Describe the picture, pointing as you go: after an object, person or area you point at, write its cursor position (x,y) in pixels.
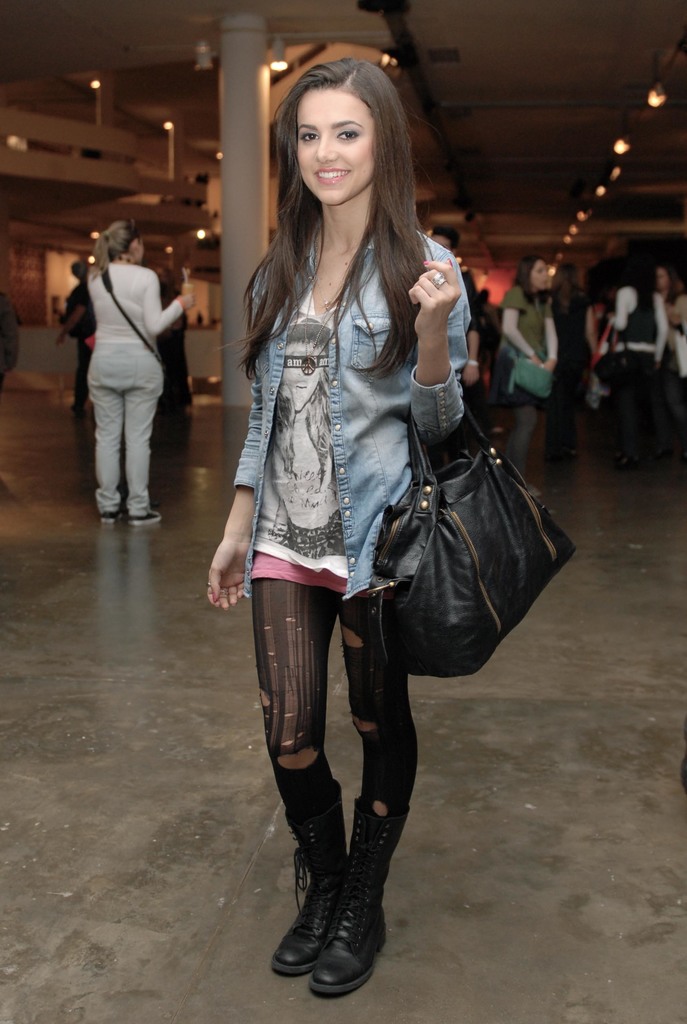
In this image there are group of people (389,501). There is a woman (379,445) with denim jacket (383,419) and black shoes (330,902), she is standing and smiling and she is holding the bag (514,599) with her left hand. At the back (242,190) there is a pillar (242,190), at the top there are lights (574,232).
